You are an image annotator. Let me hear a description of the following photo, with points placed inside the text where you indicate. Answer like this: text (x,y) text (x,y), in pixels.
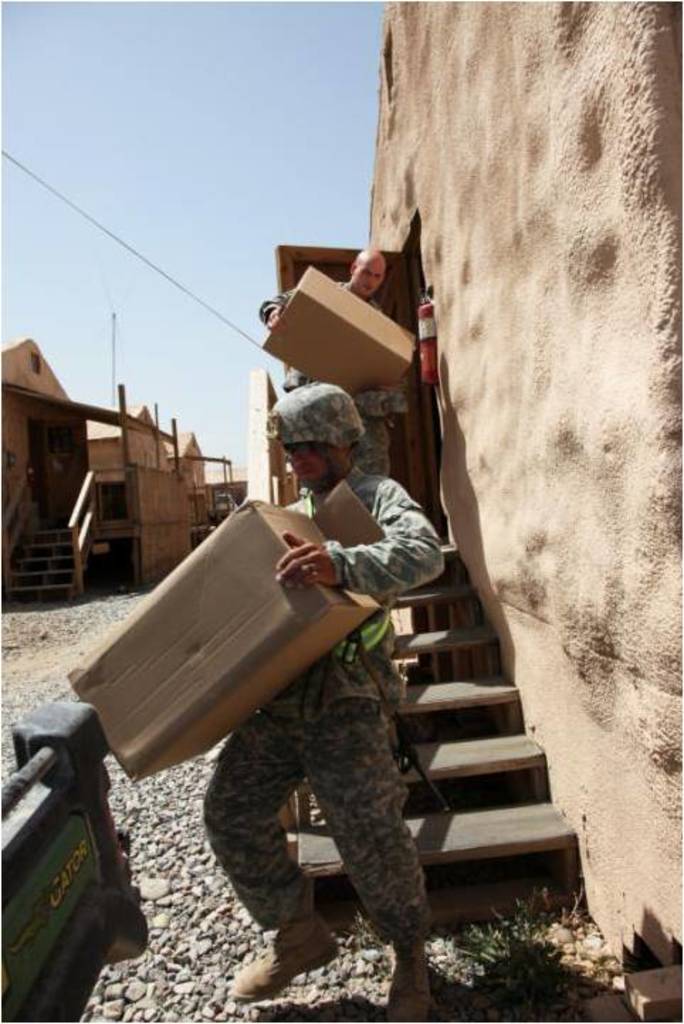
In this image I can see 2 people (253,991) holding cartons (302,299). There are stairs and a wall (480,545) on the right (491,750). There are buildings (54,460) on the left (18,454) and sky (222,186) at the top (197,111).
